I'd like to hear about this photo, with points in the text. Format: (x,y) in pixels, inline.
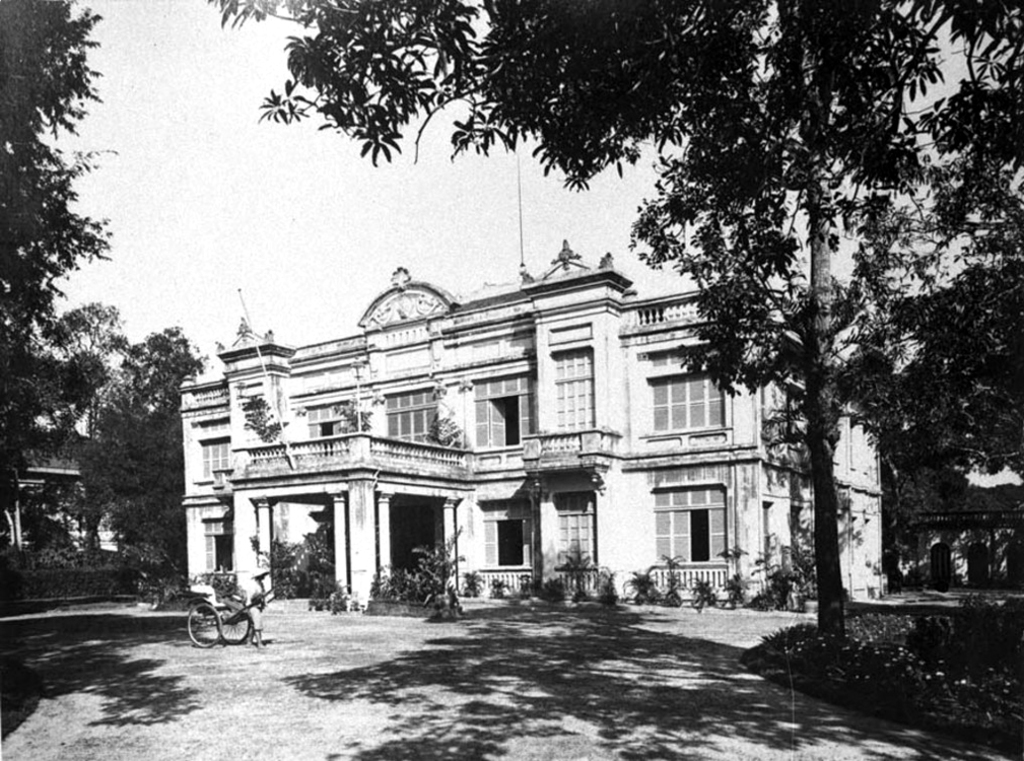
This is a black and white image. Here I can see a building (569,518), in front of this there are some plants (331,592) and a vehicle (238,605). On the right (951,415) and left side of the image (68,445) I can see the trees (711,259). On the top of the image (209,150) I can see the sky (164,123).
